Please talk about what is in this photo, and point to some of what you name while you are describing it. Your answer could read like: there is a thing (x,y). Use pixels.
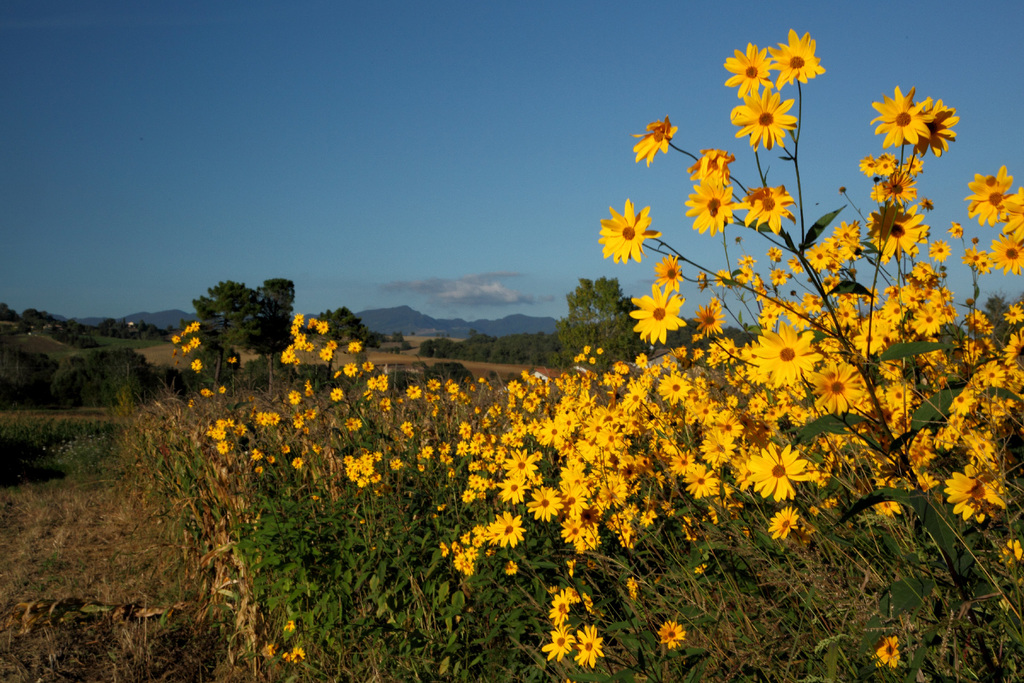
Here we can see plants (328,577) with yellow color flowers (731,438). In the background (434,377) there are trees (114,361), mountains (368,315) and clouds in the sky (478,139).
